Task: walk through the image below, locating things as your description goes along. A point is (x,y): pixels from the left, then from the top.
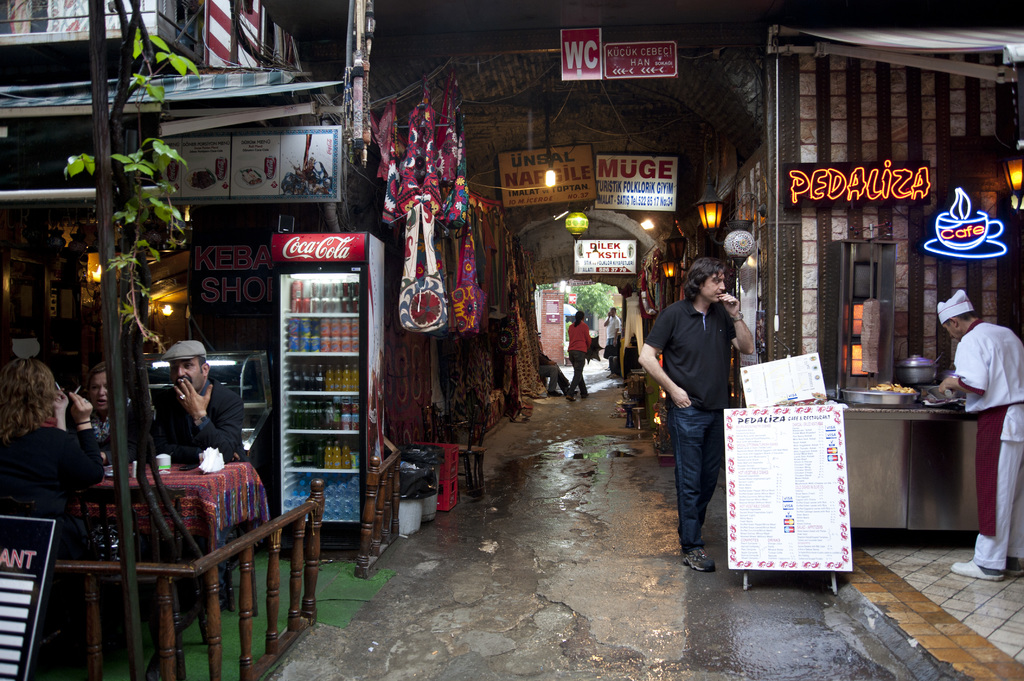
In this picture, it seems like stalls (224,383), people (39,399), a refrigerator (280,367) and posters (227,231) in the foreground (326,394), there are people (615,316), a building (560,327) and a tree (607,293) in the background (540,314).
